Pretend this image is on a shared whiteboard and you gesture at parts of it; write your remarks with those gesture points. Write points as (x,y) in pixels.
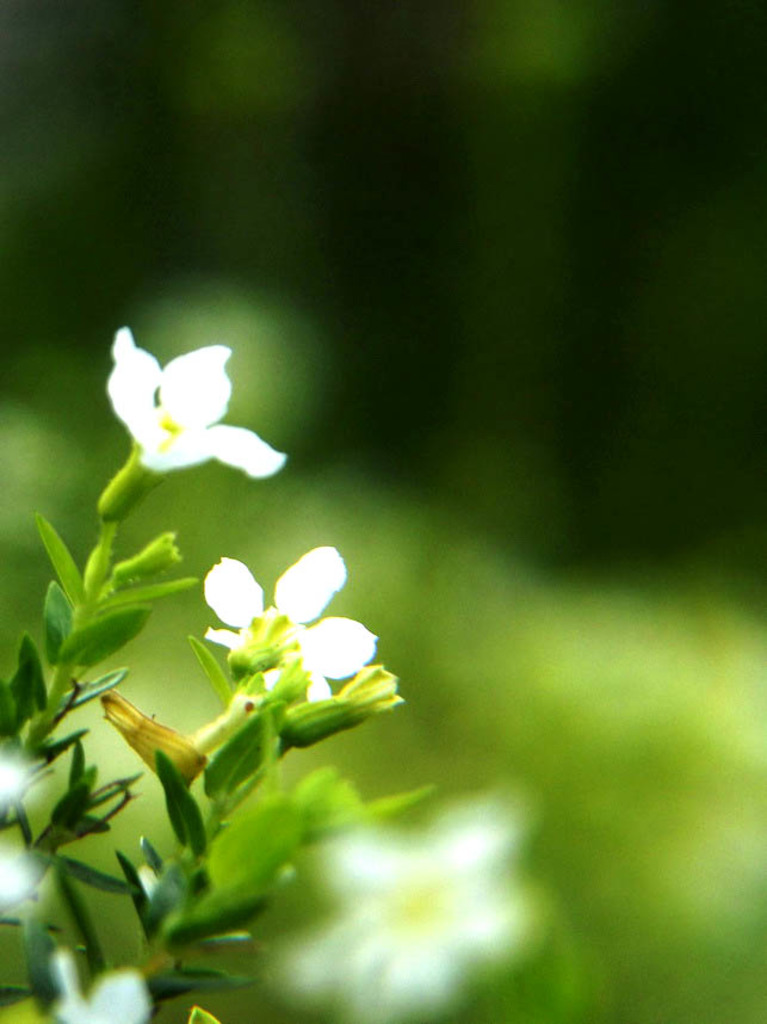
In this picture, on the left side (205,361), we can see a plant (267,653) with some flowers (267,653) and the flower (219,405) is in white color. In the background (234,424), we can see a green color.
